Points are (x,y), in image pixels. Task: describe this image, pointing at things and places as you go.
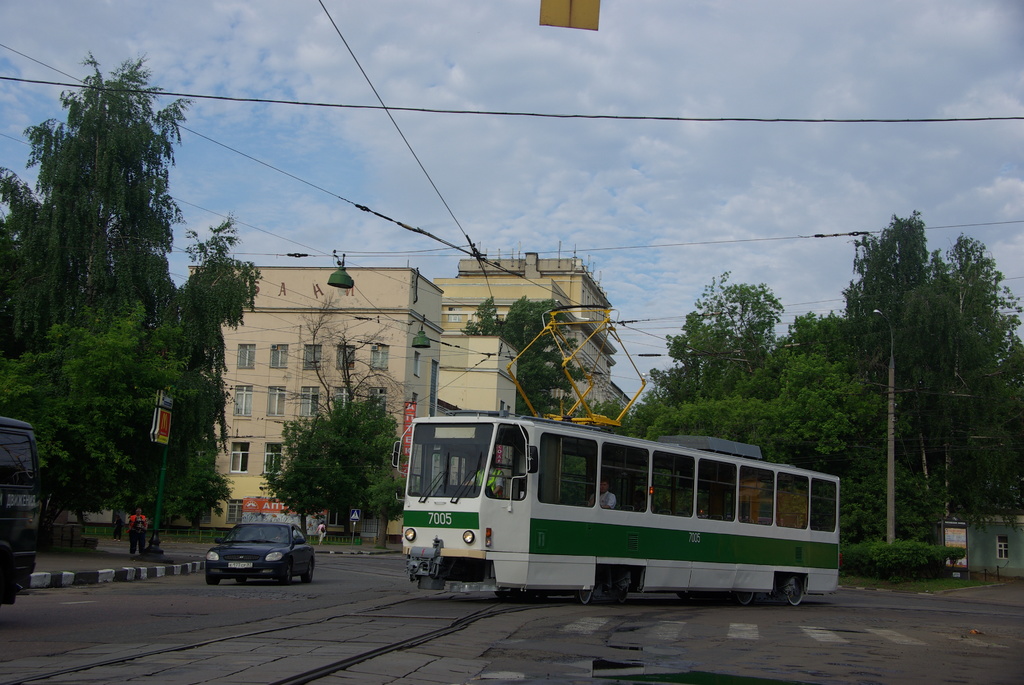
In this image in the center (440,416) there are vehicles (485,559) moving on the road (330,570). In the background (412,379) there are buildings (390,361), trees (844,372) and there are wires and the sky (681,109) is cloudy and there are persons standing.
